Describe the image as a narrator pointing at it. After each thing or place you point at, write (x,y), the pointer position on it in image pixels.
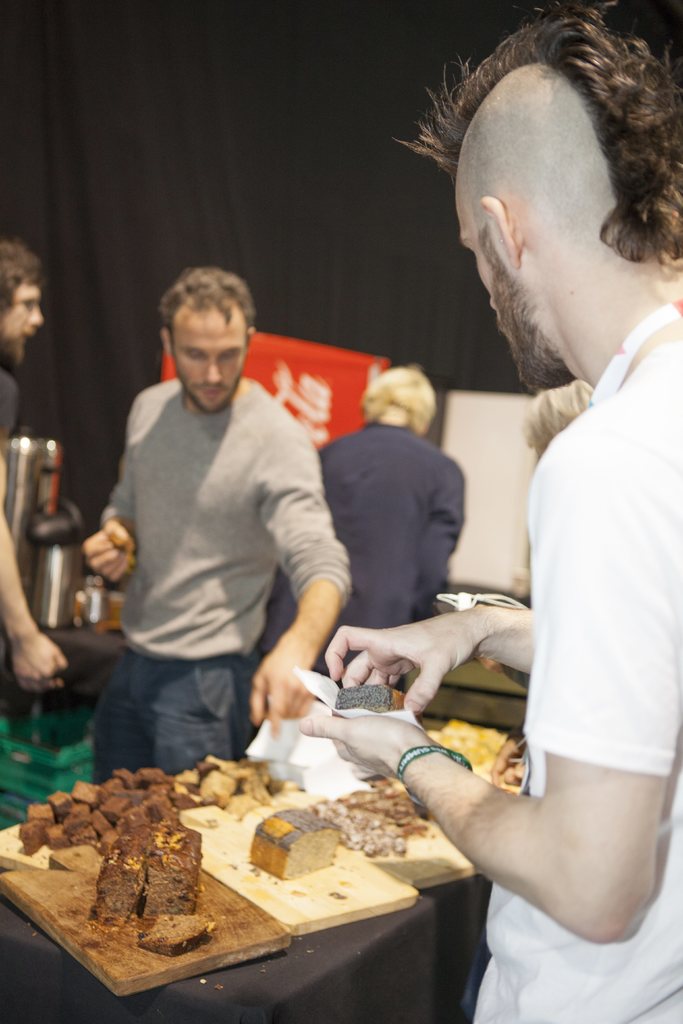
In this image I can see the group of people (216,424) with different color dresses (290,449). In-front of few people (230,540) I can see the food (164,931) on the wooden boards (229,850). These boards (280,880) are on the black color surface (305,941). I can see few objects (50,507) and the black color background (154,165).
